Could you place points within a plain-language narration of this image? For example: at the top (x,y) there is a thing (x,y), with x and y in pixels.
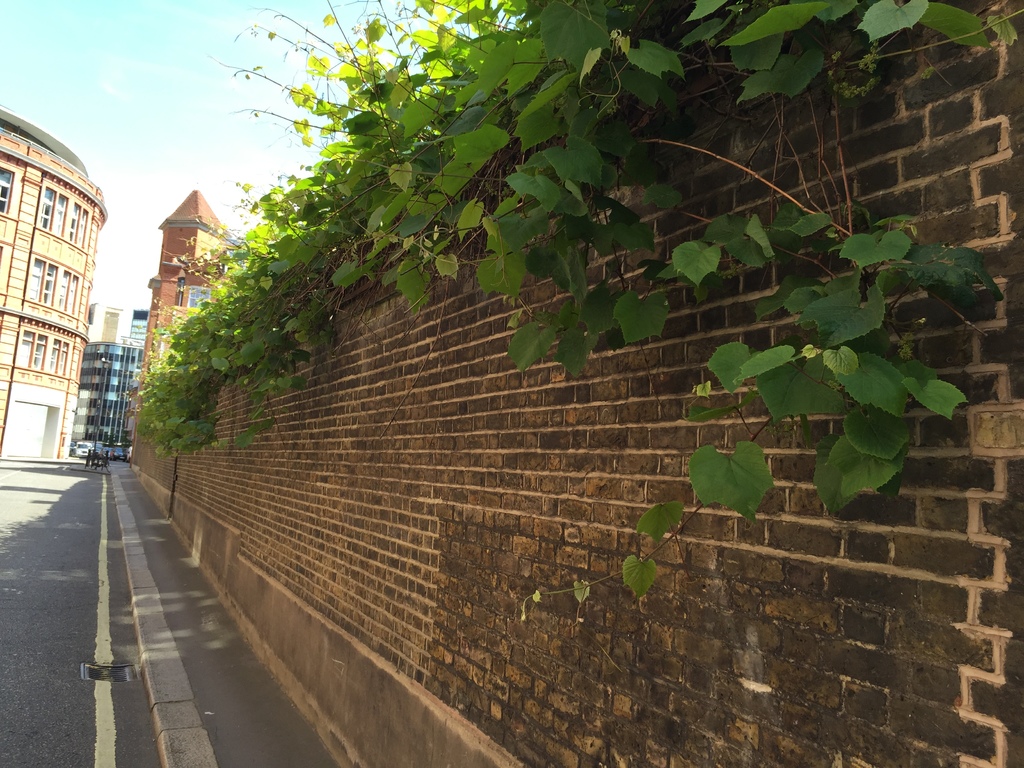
In this image I can see the wall (520,551) and the plants (479,261). To the side of the wall (306,544) I can see the road (14,589). In the background (81,86) I can see the buildings (13,431) and the sky (100,145).
